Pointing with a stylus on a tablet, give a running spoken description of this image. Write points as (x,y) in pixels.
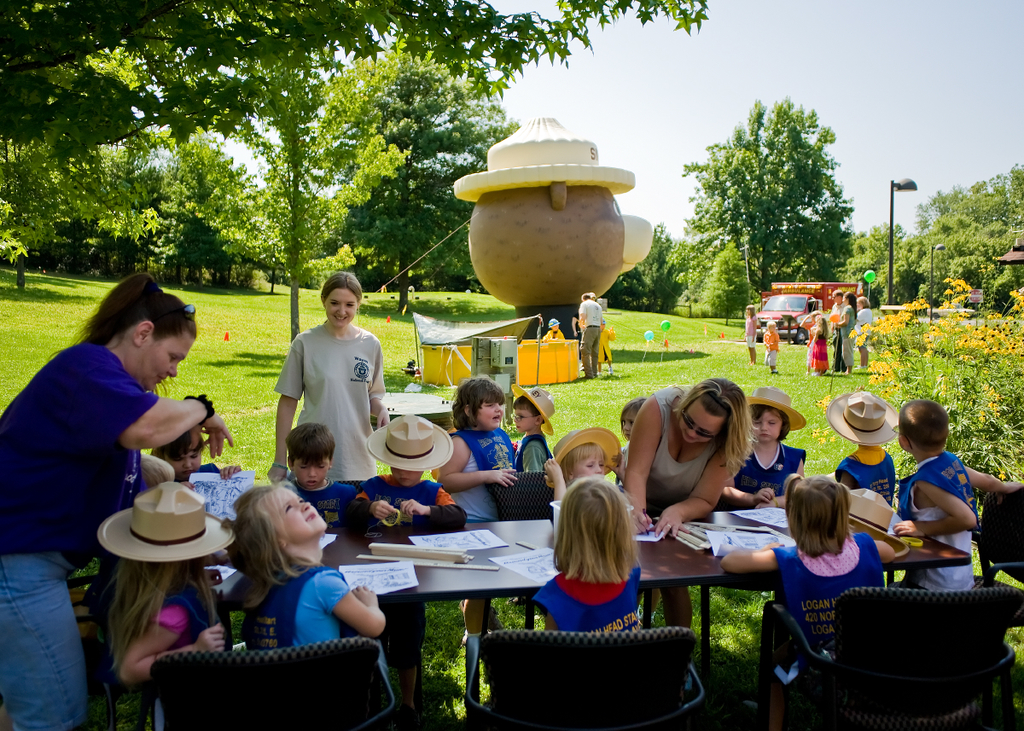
This image is taken in outdoors. At the top of the image (649,74) there is a sky (917,134). At the background (942,293) there are many trees (439,274) and plants (944,393). In this image there are many people (262,561) few are sitting on chairs (974,639) and few are standing. In the middle of the image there is a toy balloon (624,262). In the right side of the image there is a street light (891,287) with pole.
